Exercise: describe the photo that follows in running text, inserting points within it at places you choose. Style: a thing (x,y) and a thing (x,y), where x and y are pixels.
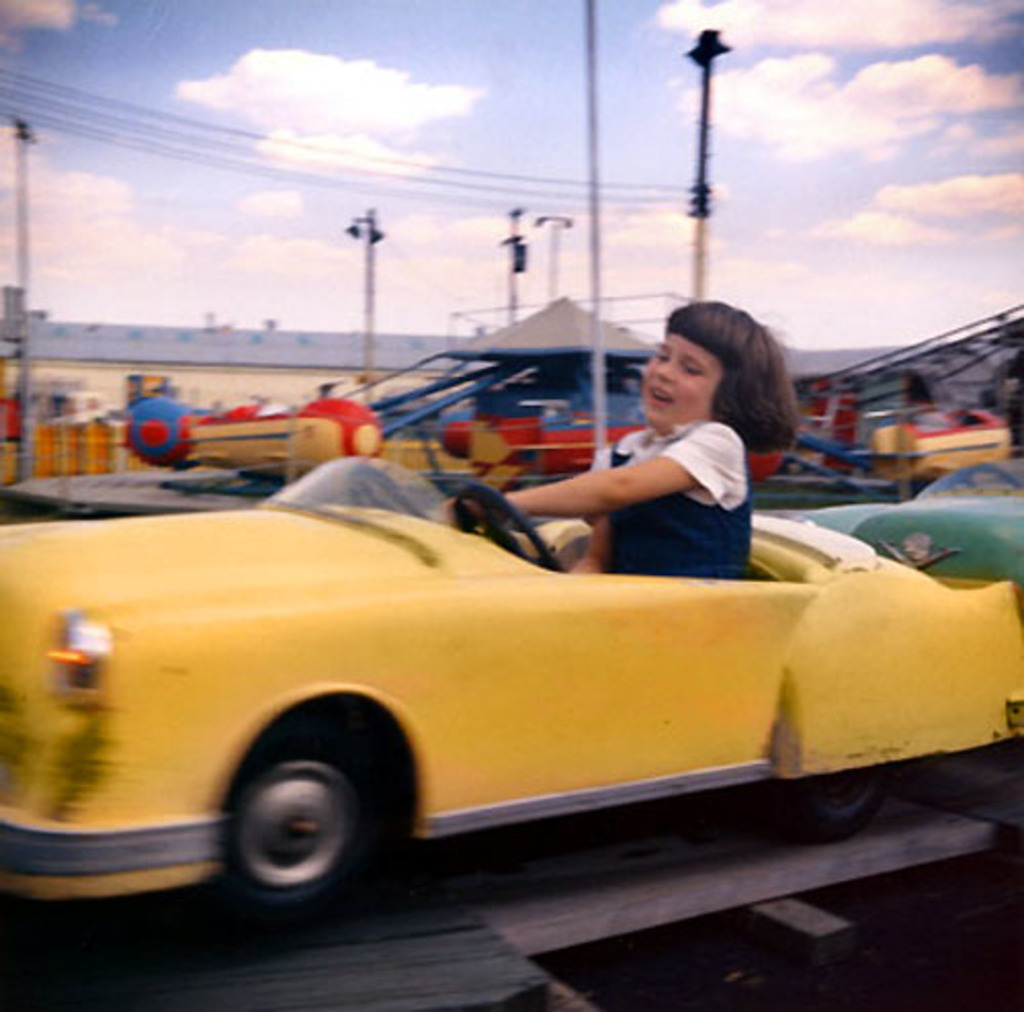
In this picture a girl (638,536) seated in the toy car (579,648) and it looks like a fun zone (8,433) and I can see a building (320,343) and few poles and a blue cloudy sky (277,212).
